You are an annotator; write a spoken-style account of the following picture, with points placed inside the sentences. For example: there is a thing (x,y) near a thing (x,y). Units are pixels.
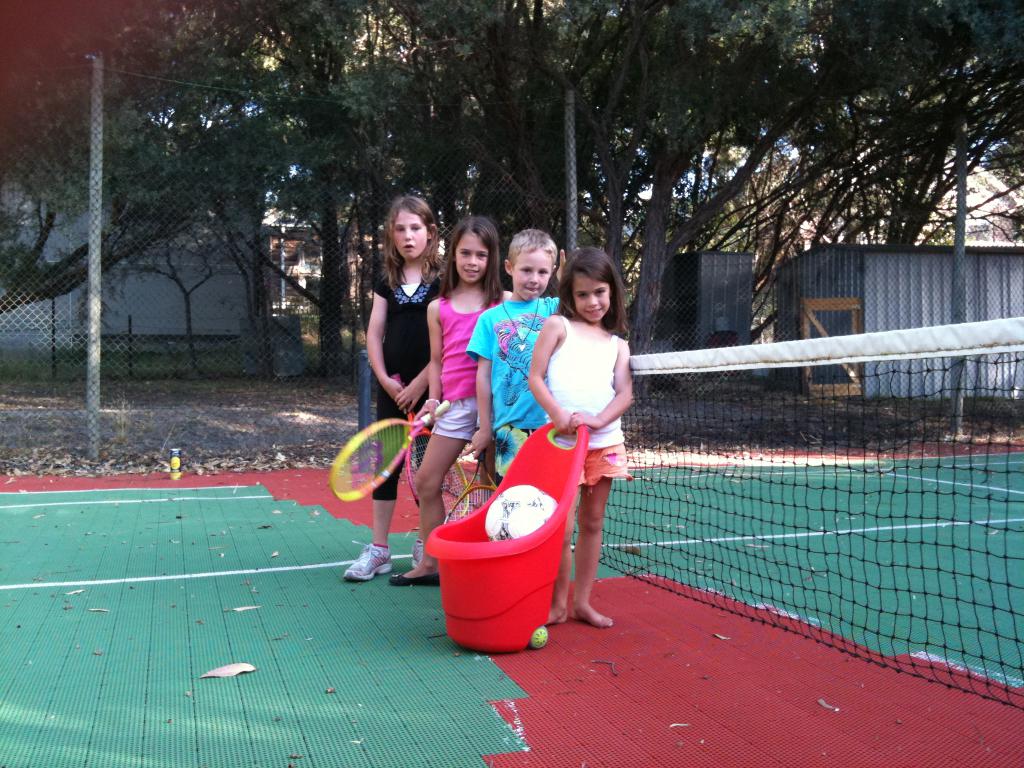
In the picture I can see a child (596,378) wearing white dress (582,396) is holding a red color basket (500,588) and we can see these three children (471,449) are holding rackets (393,467) in their hands (484,440) and standing on the ground (633,605). Here we can see the net (703,367), we can see fence (82,348), houses (893,262) and trees (649,84) in the background (331,157).
